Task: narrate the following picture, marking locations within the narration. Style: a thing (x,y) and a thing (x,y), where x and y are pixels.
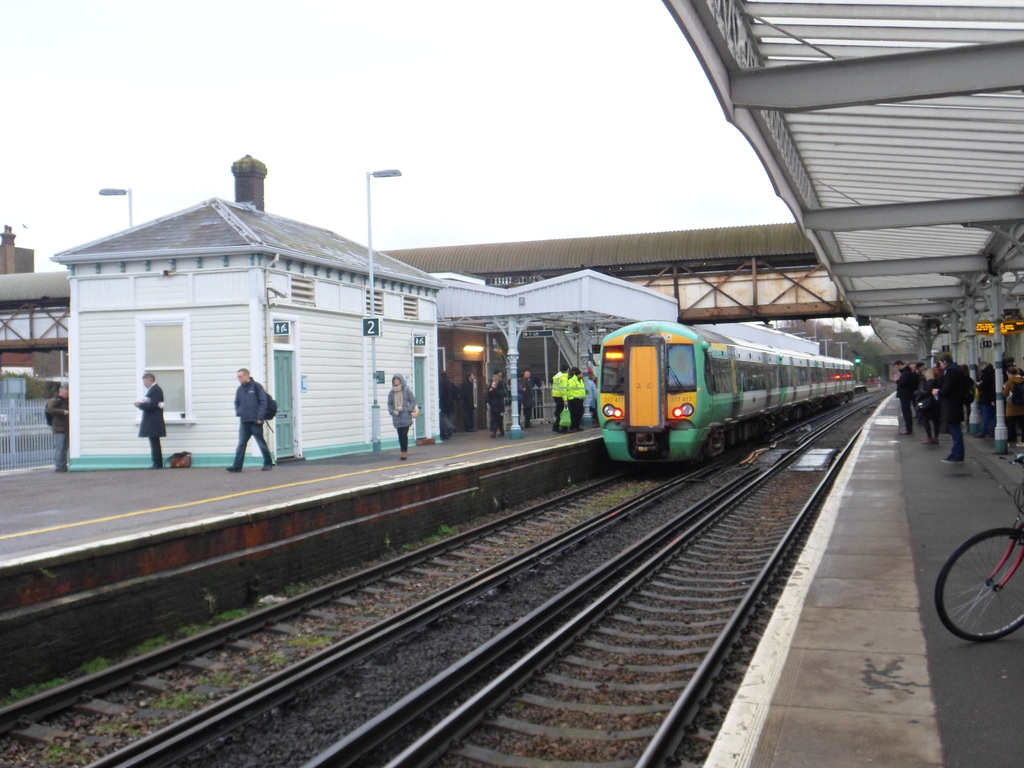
In this picture we can see a train (707,440) on a railway track (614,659), some people (596,398) on the platform (979,457), sheds (432,302), poles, bridge (819,316), fence (543,394), trees (826,332), some objects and in the background (143,82) we can see the sky (376,128).
